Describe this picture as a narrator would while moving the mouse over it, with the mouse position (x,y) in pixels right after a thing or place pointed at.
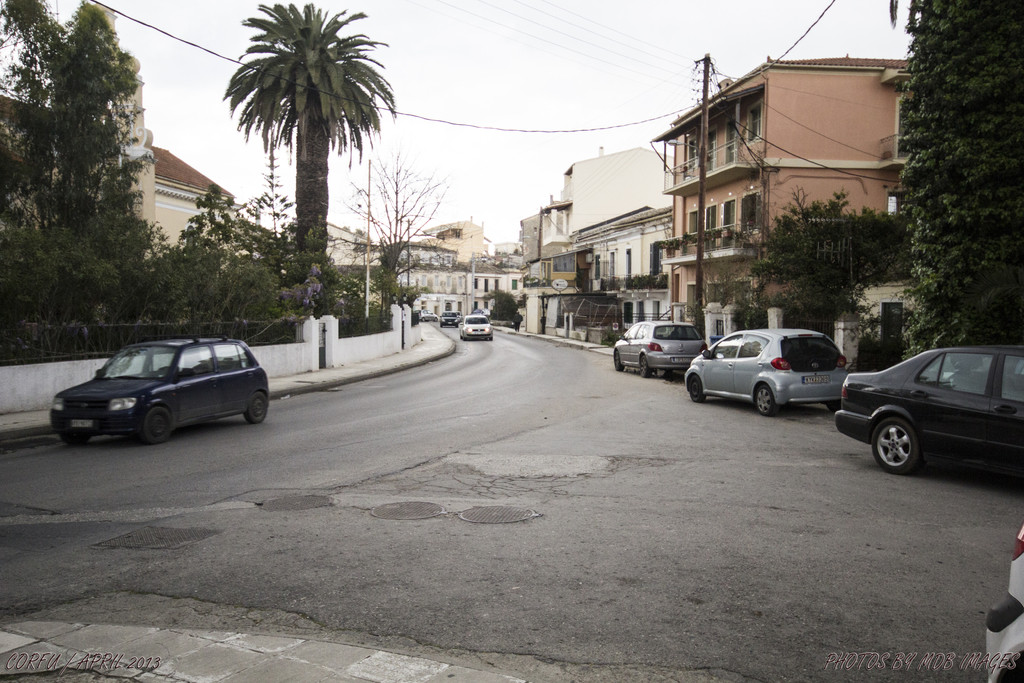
There are vehicles (463,317) on the road (567,526). Cars (654,345) are parked. On the either sides of the road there are trees (322,273) and buildings (450,283). There are poles (704,101) and wires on the top (704,116).
